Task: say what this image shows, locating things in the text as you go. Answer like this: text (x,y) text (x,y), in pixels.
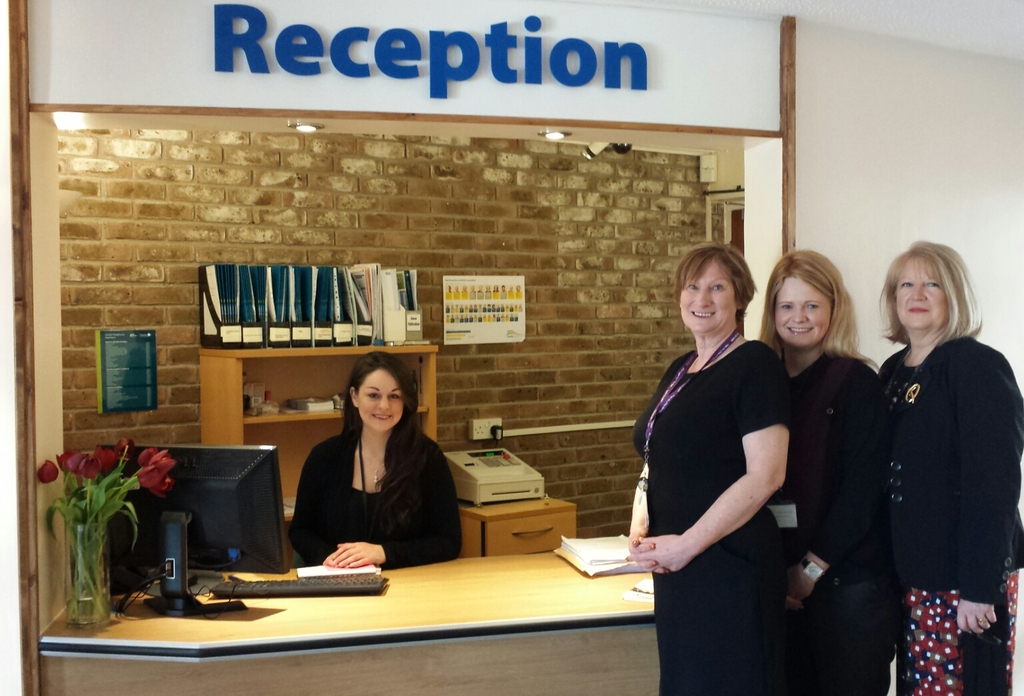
In this image, There is a table (552,608) in yellow color on that table (299,607) there is a computer (192,510) in black color and there is a keyboard (365,578), in the left side (78,572) is a flower box (91,541) in red color, In the right side (860,638) there are three persons (907,510) standing and in the background (549,431) there is a brown color brick wall (579,260).
